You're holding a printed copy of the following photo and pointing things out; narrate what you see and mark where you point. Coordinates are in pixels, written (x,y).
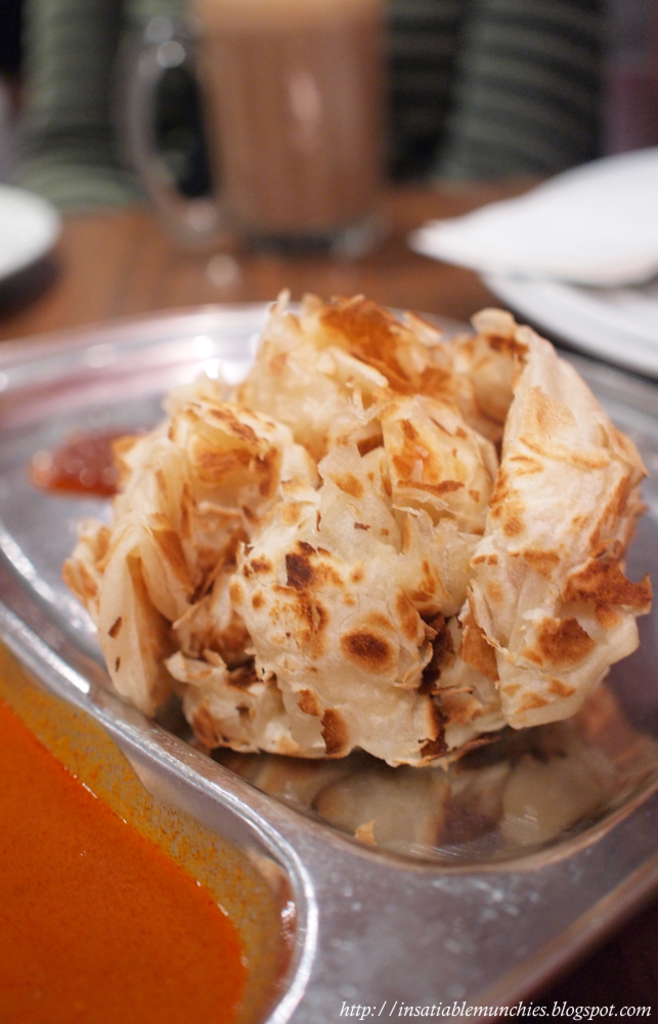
On a steel plate (135,773) there is a chur chur naan (267,632) and a curry (138,892) at the left (138,948). The background (342,11) is blurred.
